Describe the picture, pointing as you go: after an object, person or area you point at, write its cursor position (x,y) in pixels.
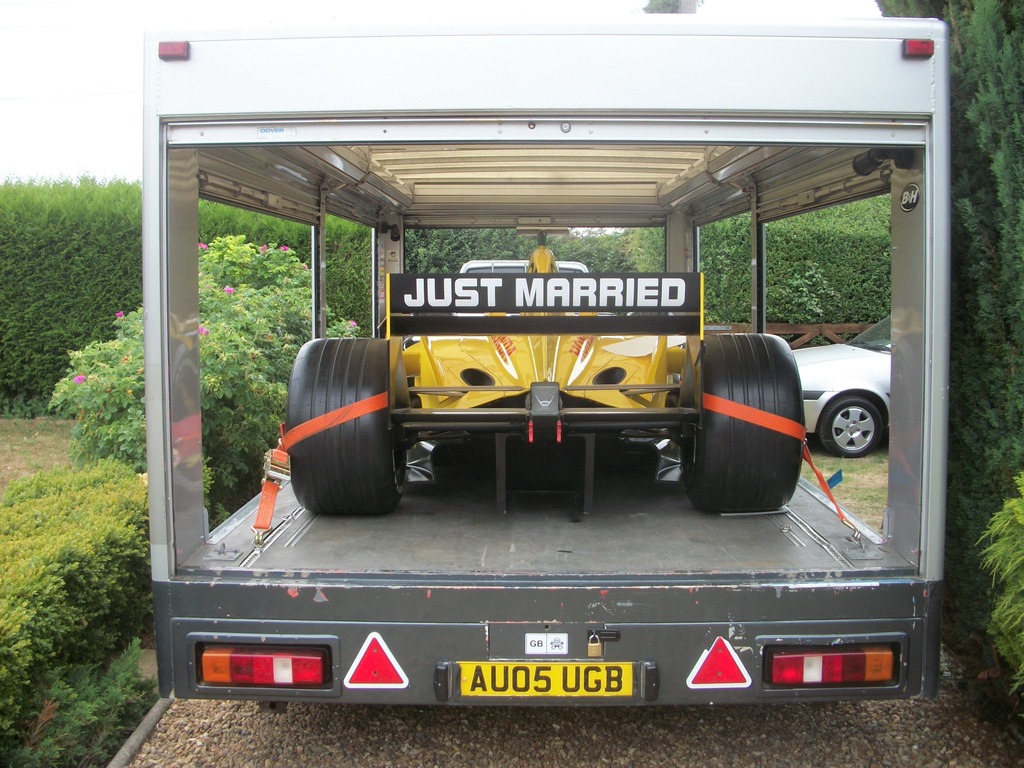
In the center of the image (373,493) there is a car (460,346) on the vehicle (530,513). At the bottom of the image (677,744) there is a road (792,742). On both right and left side of the image (135,448) there are plants (985,348). In the background of the image (137,253) there are trees (103,226). On the right side of the image (856,437) there is another car (857,400).
